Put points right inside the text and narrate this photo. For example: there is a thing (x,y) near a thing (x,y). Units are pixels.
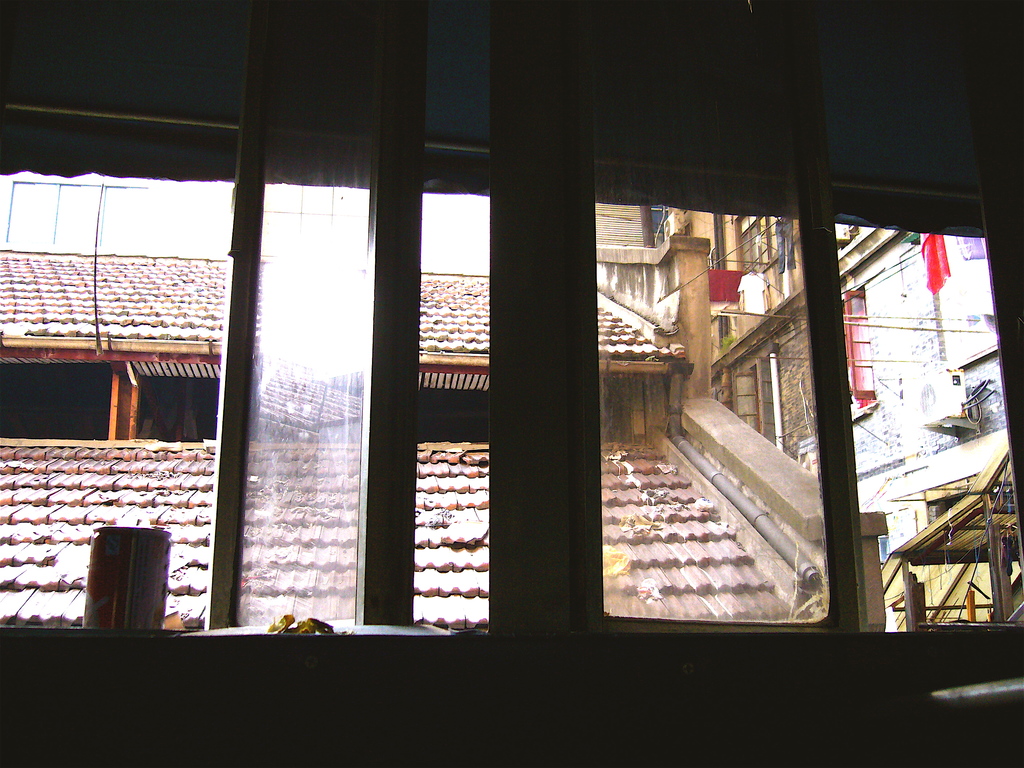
This image is taken indoors. At the bottom of the image (472,669) there is a wall (542,715) with windows (391,375) and through the windows (570,342) we can see there is a house (464,397) and there is a building (796,371) with walls (798,395), windows (856,340) and there is a roof (457,299).
